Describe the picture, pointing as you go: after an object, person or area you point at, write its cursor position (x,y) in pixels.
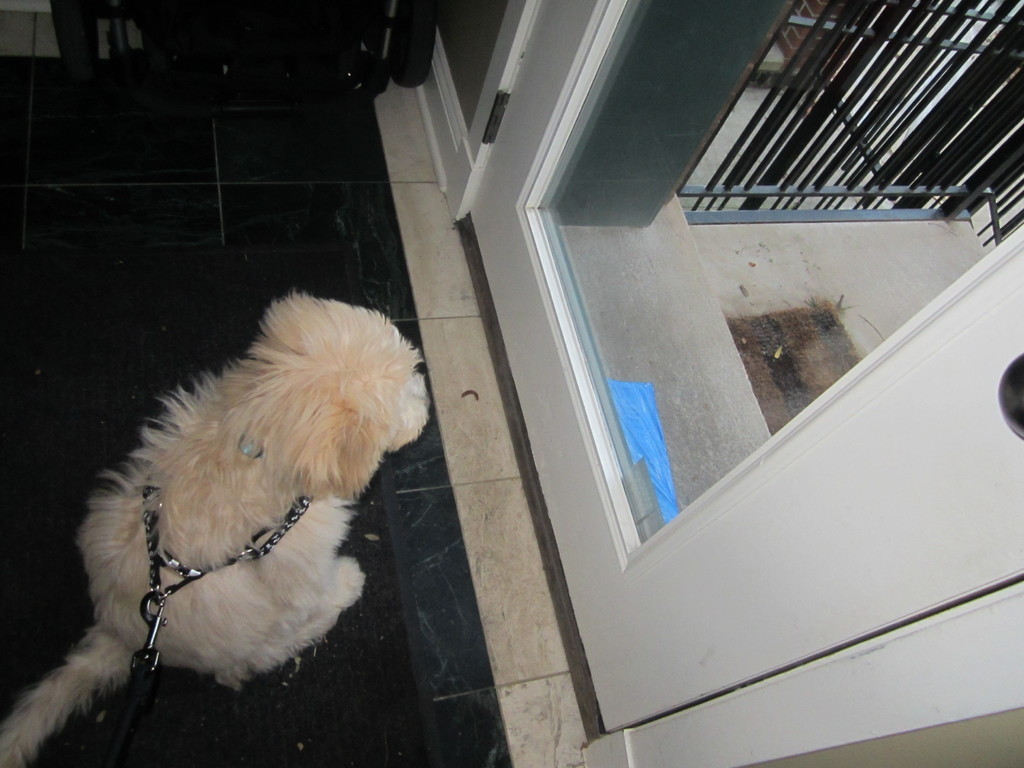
In the center of the image (346,398), we can see a dog (249,471) with chain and in the background (625,166), there are doors (843,533), grills (898,153) and some objects (222,83). At the bottom (422,630), there is floor (431,618).
